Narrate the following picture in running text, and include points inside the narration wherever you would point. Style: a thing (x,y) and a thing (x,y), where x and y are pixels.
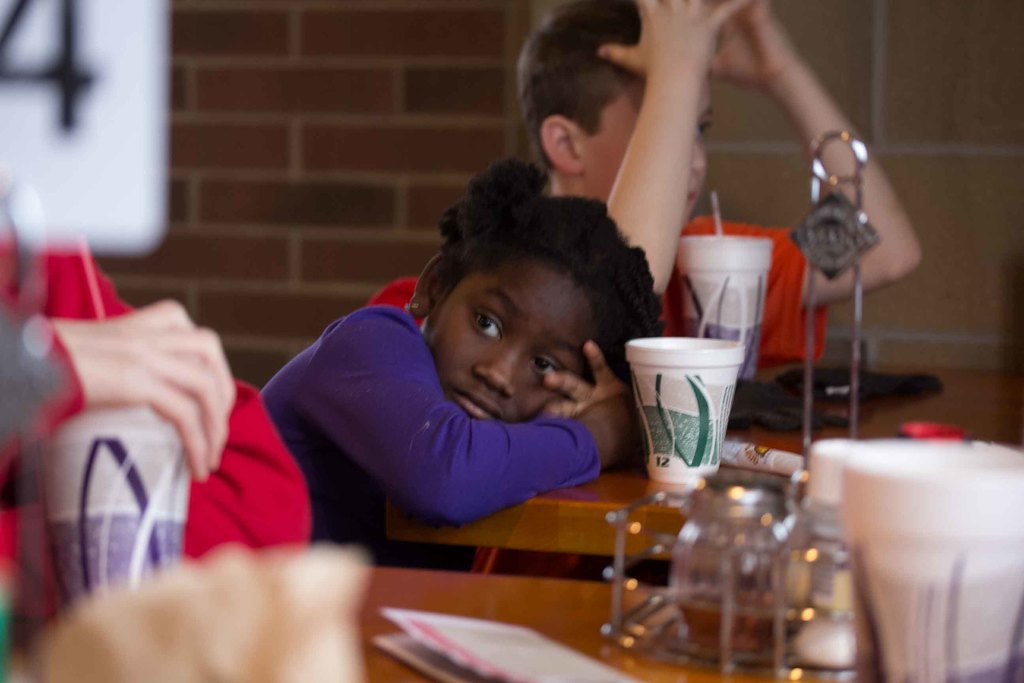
This picture shows a boy (600,148) and a girl (348,471) seated on the chairs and we see few cups (682,376) on the table (1014,406) and a man (243,443) holding a cup (79,455) in his hand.
